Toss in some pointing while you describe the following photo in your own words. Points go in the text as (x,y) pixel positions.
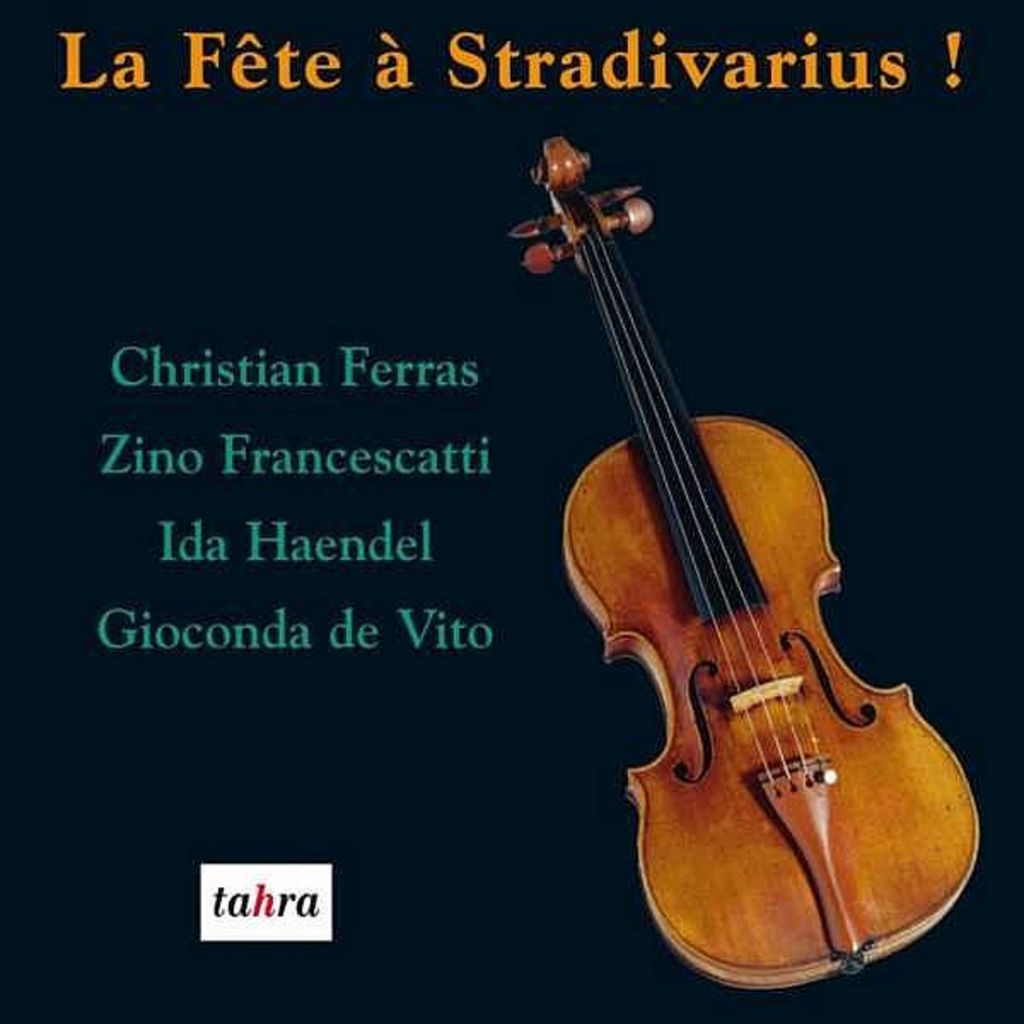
In this picture we can see a paper print (695,525) on which violin (691,741) and some matter (298,628) is written.
